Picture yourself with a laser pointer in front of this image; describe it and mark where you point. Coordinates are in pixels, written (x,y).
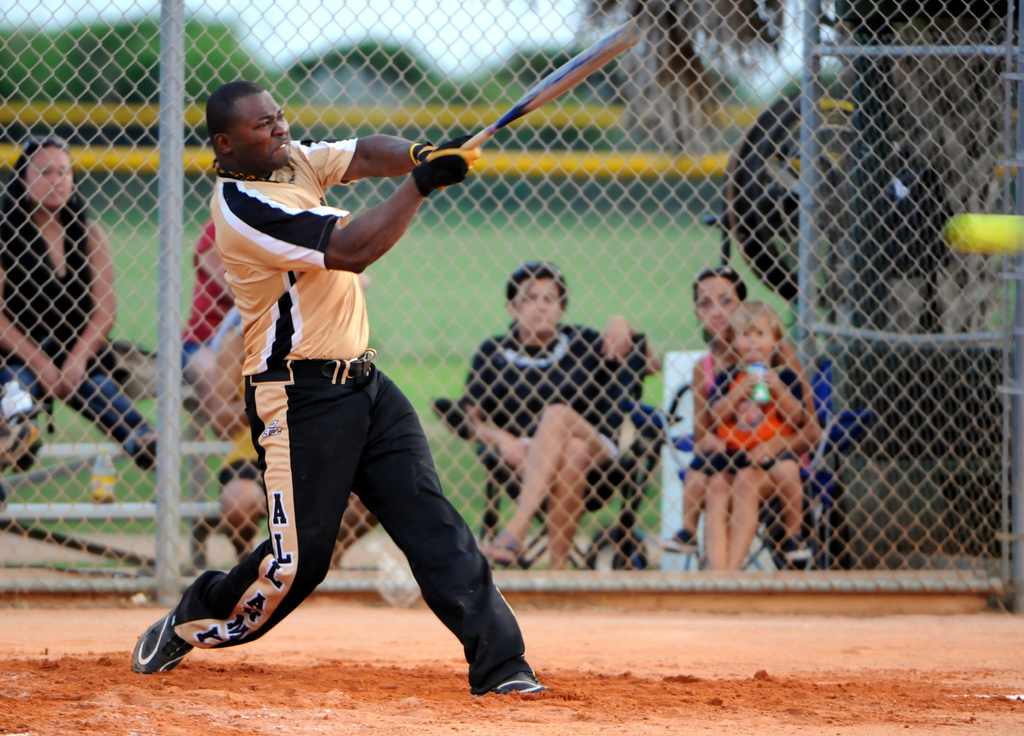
In this picture there is a man (356,163) on the left side of the image (225,180), he is about to hit the ball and there is net (165,213) behind him and there are other people (216,285) those who are sitting as audience (77,403) in the image and there is greenery (8,59) in the background area of the image (75,62).
